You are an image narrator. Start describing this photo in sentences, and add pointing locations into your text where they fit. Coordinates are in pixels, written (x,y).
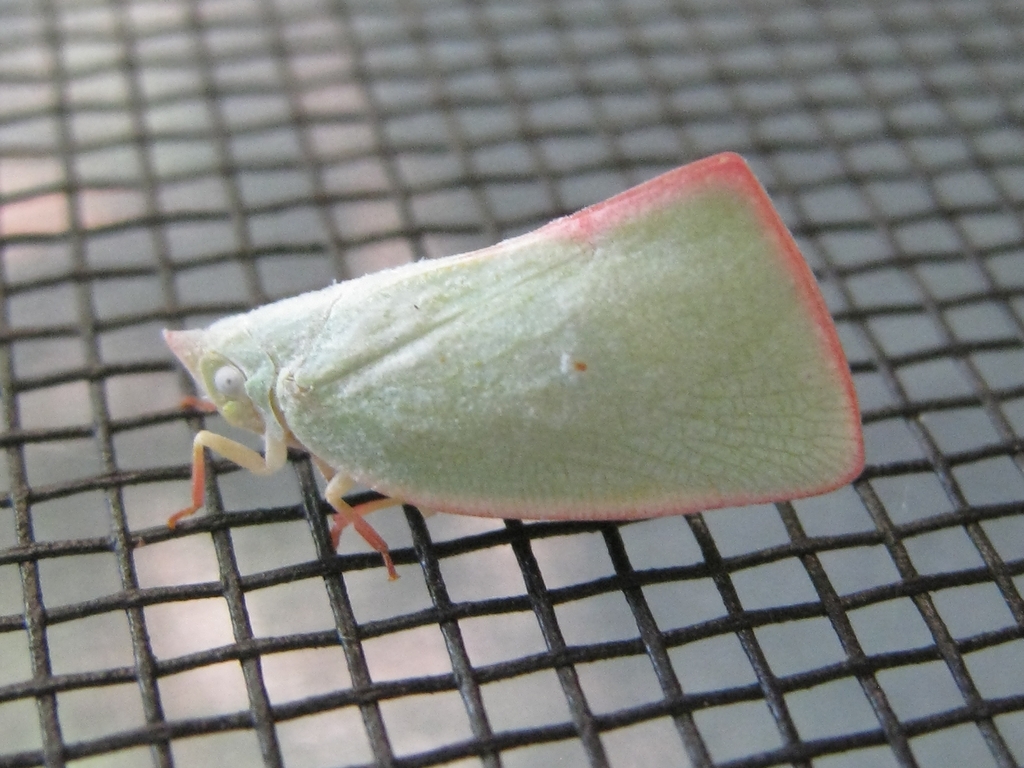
In this picture we can see an insect (598,233) on a mesh (526,736).
